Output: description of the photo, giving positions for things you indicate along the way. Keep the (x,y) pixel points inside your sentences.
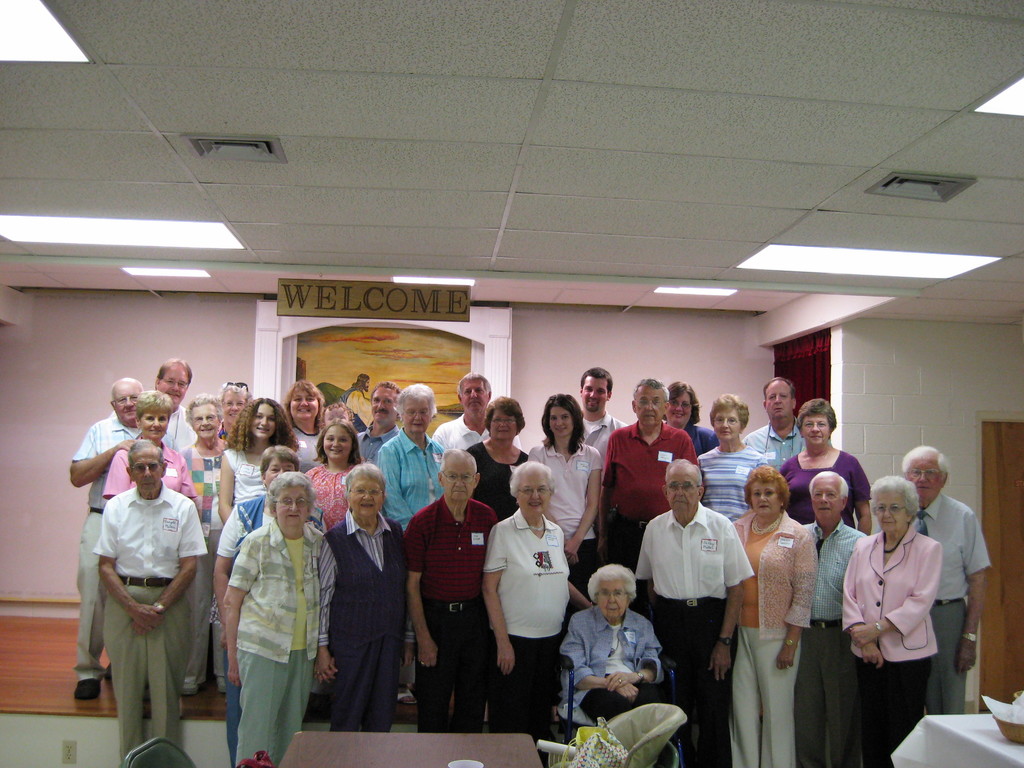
This is an inside view of a building (100,321) and here we can see many people (487,560) standing and posing and one of them is sitting on the chair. In the front (395,748), we can see some tables (906,743) and chairs (678,752). In the background (311,311), there is a board (455,309), curtain (805,369) and a wall (752,358). At the top (351,124), there are lights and there is a roof (424,120).
